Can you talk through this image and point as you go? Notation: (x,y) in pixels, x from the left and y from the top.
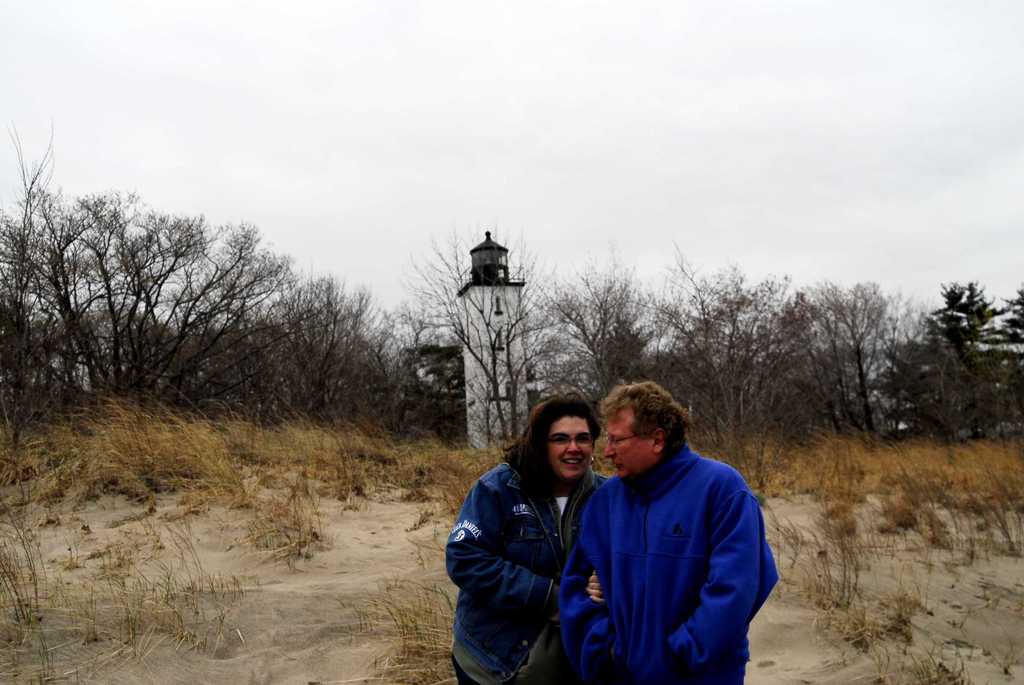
In the middle of the image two persons (528,665) are standing and smiling. Behind them we can see some plants (1021,525), trees (414,314) and tower (507,383). At the top of the image (571,176) we can see some clouds (514,167) in the sky (571,176).
